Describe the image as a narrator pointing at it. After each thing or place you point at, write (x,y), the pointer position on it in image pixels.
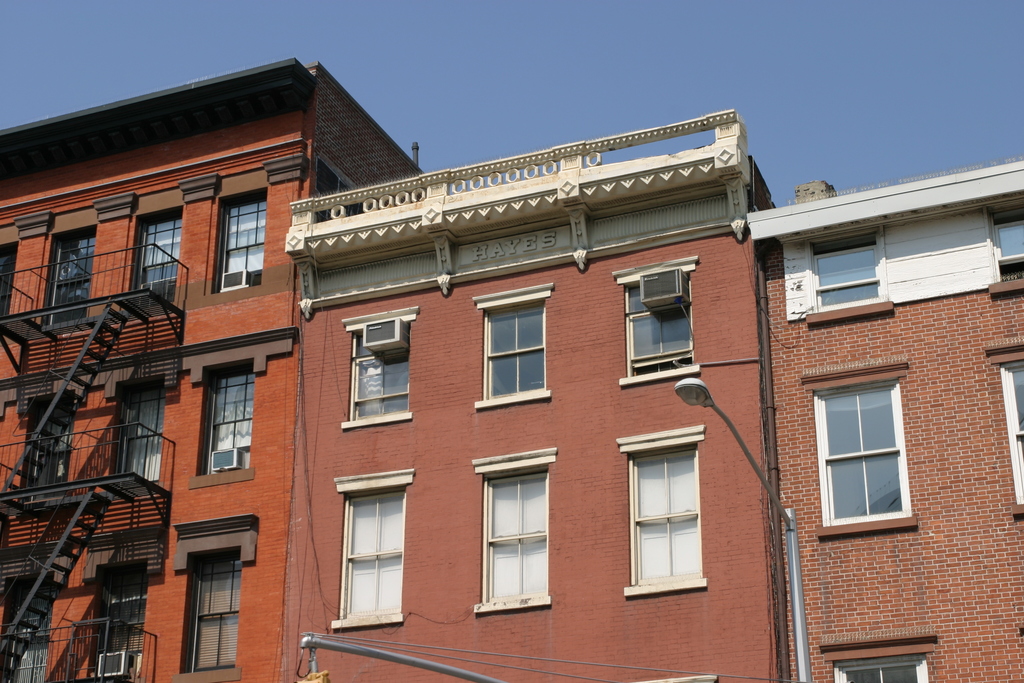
In this image I can see there is buildings (307,411) and stairs (112,496) attached to it. And there is a street light (788,563). And at the top (693,42) there is a sky (635,90).
